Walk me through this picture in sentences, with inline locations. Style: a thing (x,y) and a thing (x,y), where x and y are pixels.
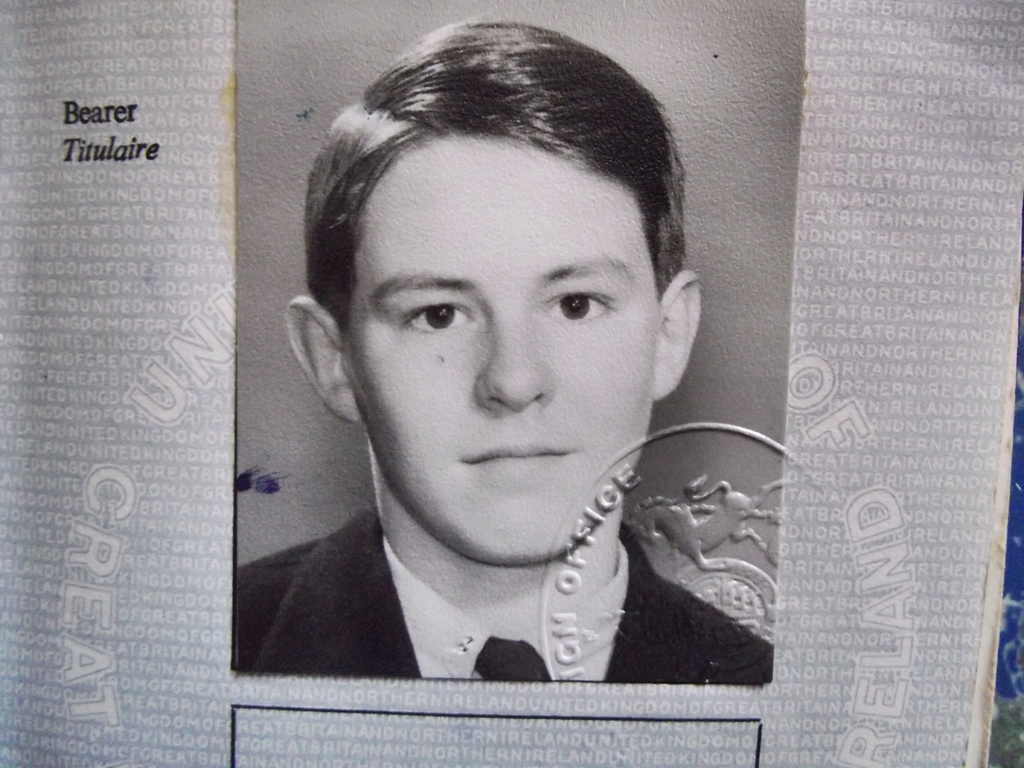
In this image we can see a black and white passport size photo (409,189) is pasted on the paper (864,456). We can see watermarks (222,469) on the paper (119,229) and a stamp (672,587) on the photograph (655,583).
